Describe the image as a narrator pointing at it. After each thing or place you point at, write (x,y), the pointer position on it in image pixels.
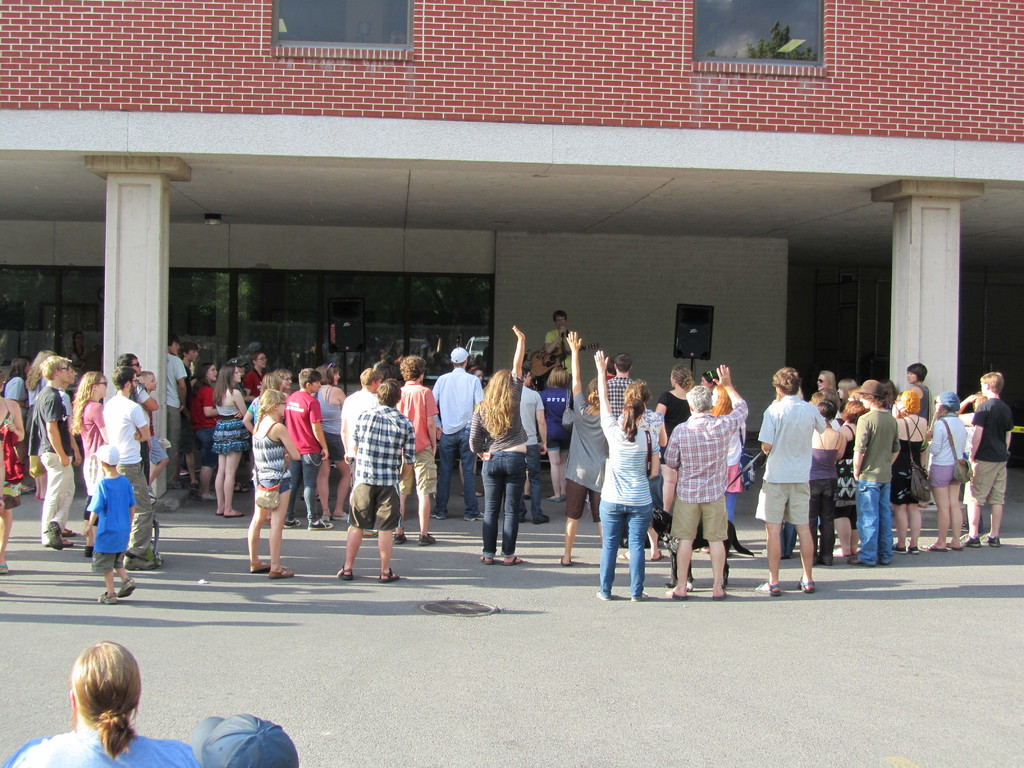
In the image we can see there are people (734,425) standing on the road (480,636) and there is a man (560,325) standing and holding guitar (551,354) in his hand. There is mic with a stand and there is a building (478,134). There are windows (290,16) on the building (589,43).
